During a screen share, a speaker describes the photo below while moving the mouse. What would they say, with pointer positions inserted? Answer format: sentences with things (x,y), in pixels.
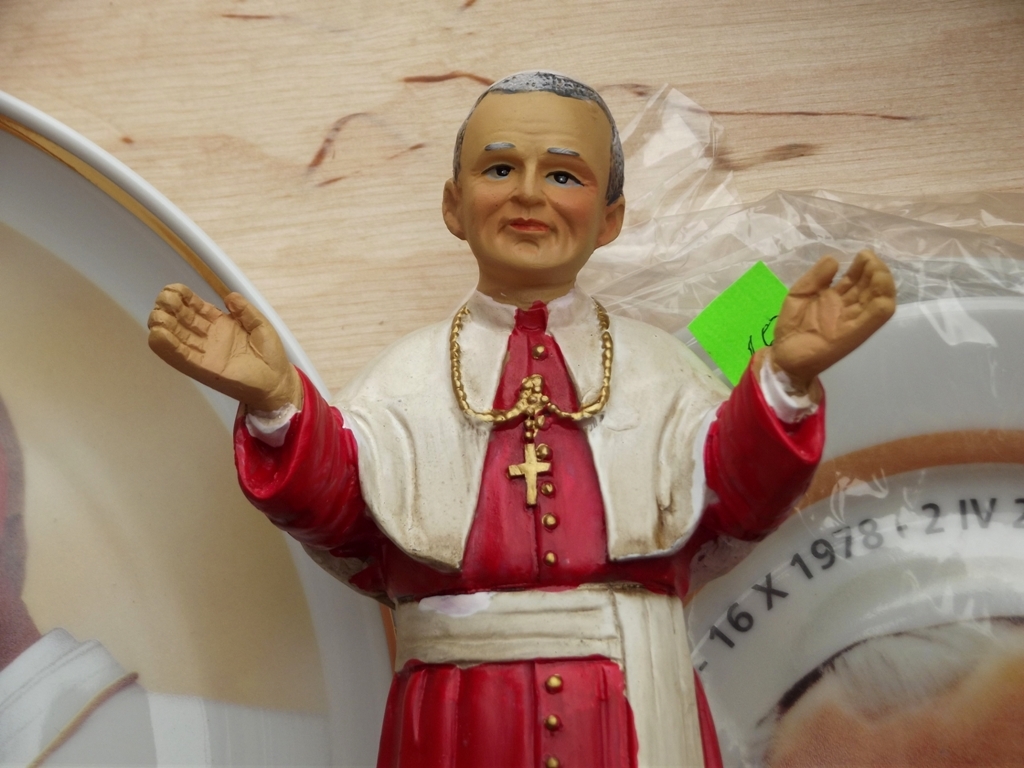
In the image there is a small toy (474,315) of a church father (427,508), behind the toy (261,442) there are other objects (763,231).
